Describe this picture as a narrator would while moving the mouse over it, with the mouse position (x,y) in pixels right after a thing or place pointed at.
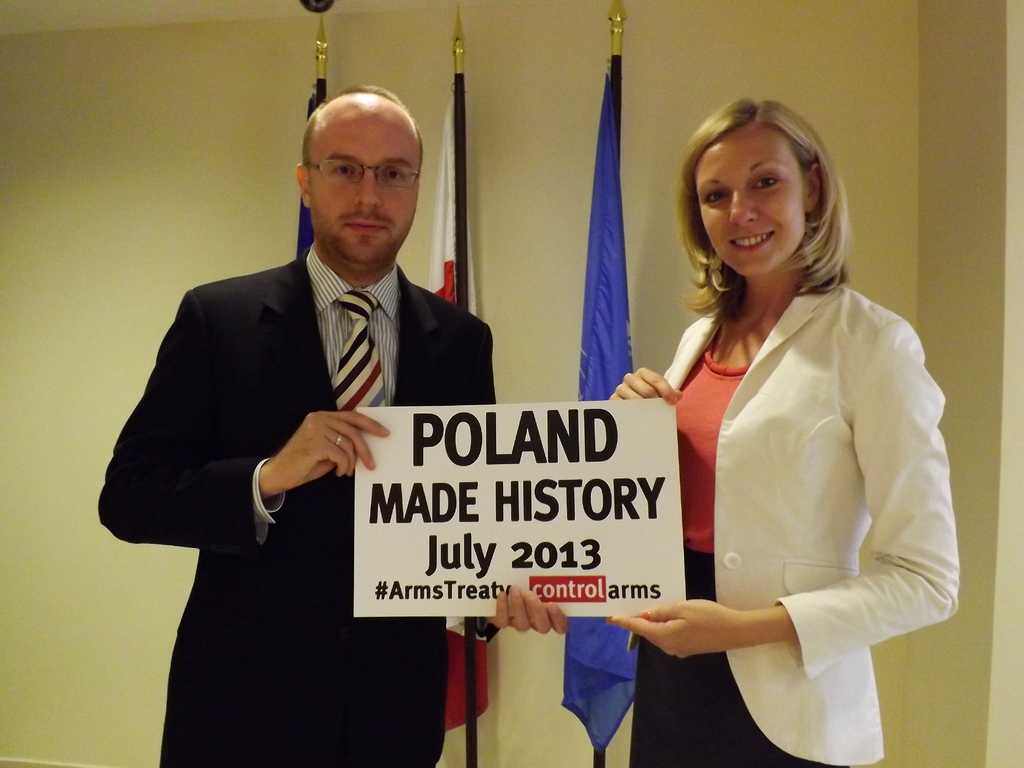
This is the man (292,420) and woman (753,582) standing and holding a board (439,572) in their hands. I think these are the flags (445,245), which are hanging to the poles (616,104). In the background (748,73), I can see the wall (110,186).
